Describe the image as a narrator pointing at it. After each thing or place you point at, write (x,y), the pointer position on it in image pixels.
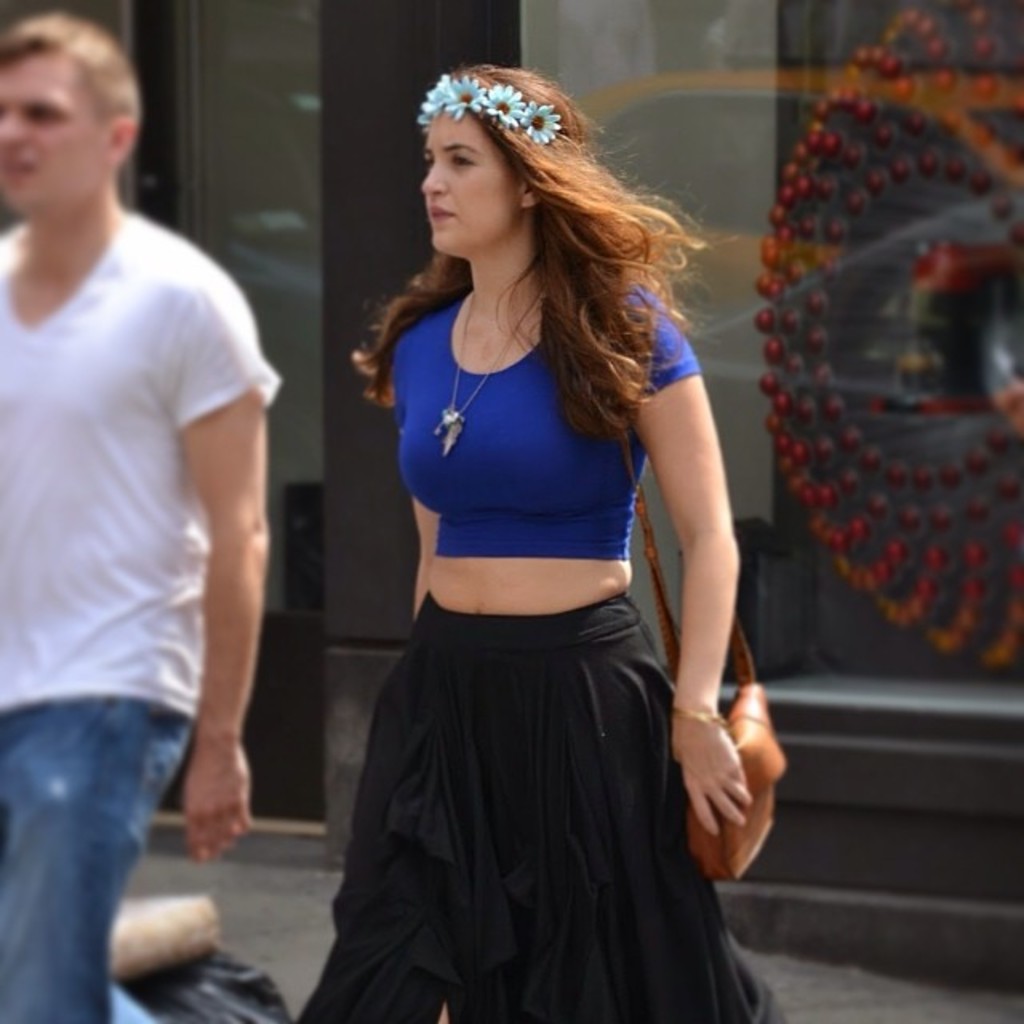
This picture is clicked outside. On the left corner (110,160) we can see a person (79,368) wearing a white color t-shirt (71,504) and walking on the ground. In the center (588,477) we can see a woman (507,232) wearing black color skirt (534,725), blue color t-shirt (528,419), sling bag (764,740) and walking on the ground (259,933) and there are some objects (179,917) in the background (988,124).
